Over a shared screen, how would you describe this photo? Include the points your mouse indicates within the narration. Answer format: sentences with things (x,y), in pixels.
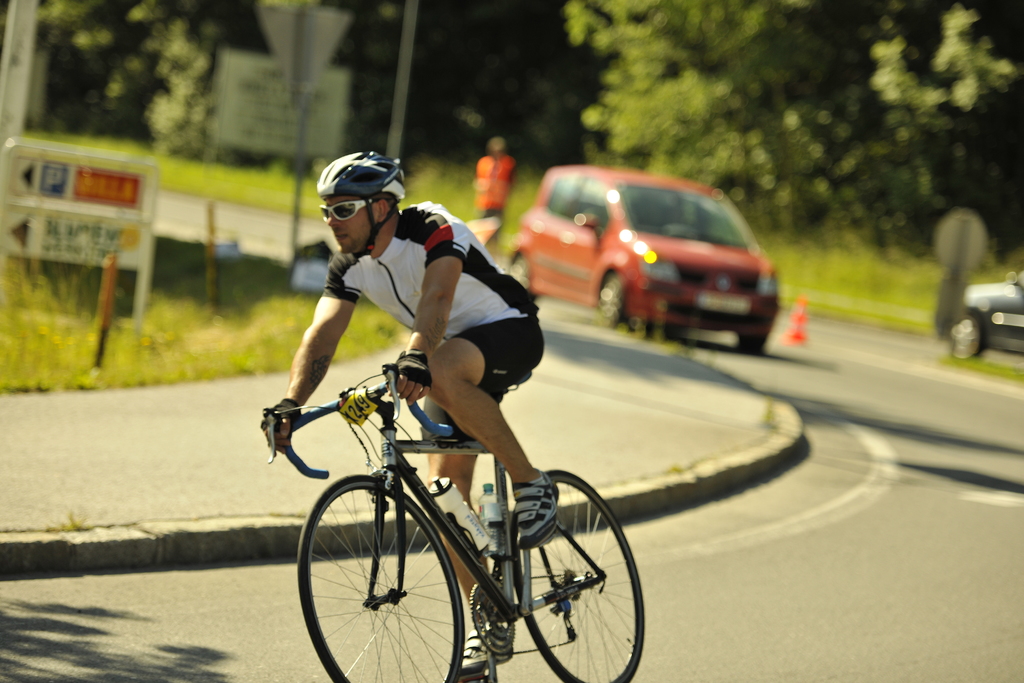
This image contains a person (508,441) riding a bicycle (450,433) wearing shoes (519,505), helmet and goggles (331,212). Two bottles (440,485) are attached to the bicycle (430,497). Right side (974,288) there is a car (975,342). Middle of image (536,281) there is a car (752,336) on the road (795,651). Left side (264,345) there is a pavement (36,525) beside there is a grass (178,337) on which a sign board (29,183) is there. At the background (938,38) there are few trees (963,11) and grass (464,189). A person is standing on the grass (510,214) backside.
